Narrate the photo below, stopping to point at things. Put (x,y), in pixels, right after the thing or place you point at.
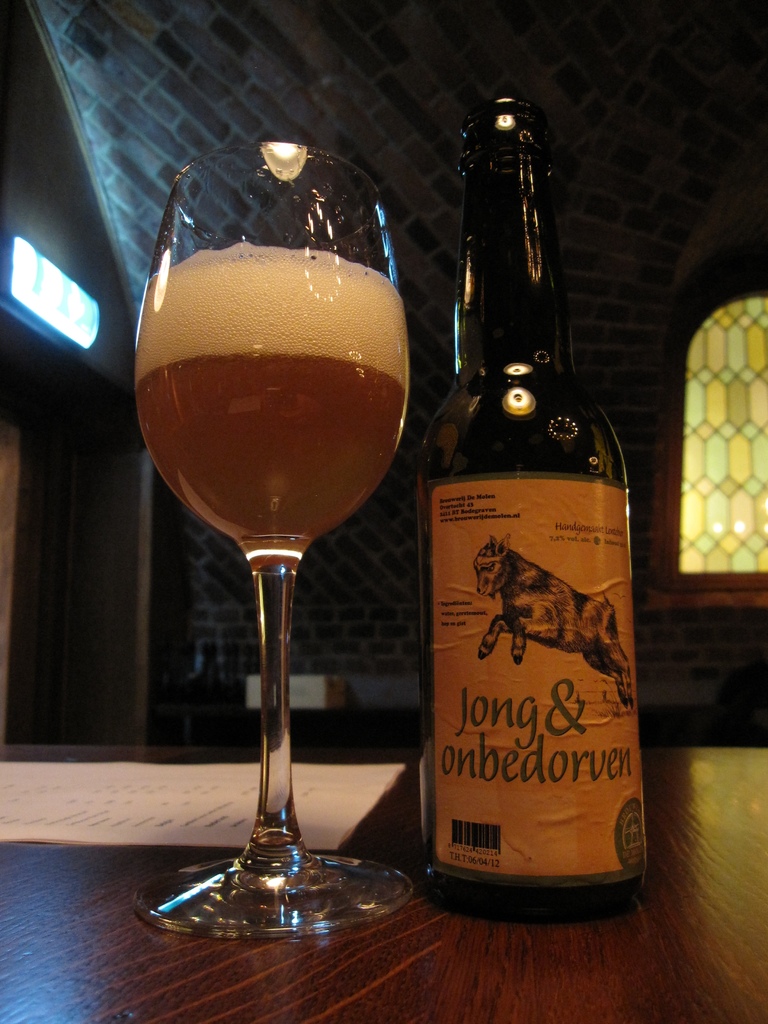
This is the wine glass (297,518) with beer (318,444) and bottle (467,468) which is black in color are placed on the table (387,947). This is the label (553,584) attached to the bottle (536,500). I can see a paper (121,841) placed on the table (145,976). At background (731,413) this looks like a window (734,476) with yellow glass (739,503) covered.
